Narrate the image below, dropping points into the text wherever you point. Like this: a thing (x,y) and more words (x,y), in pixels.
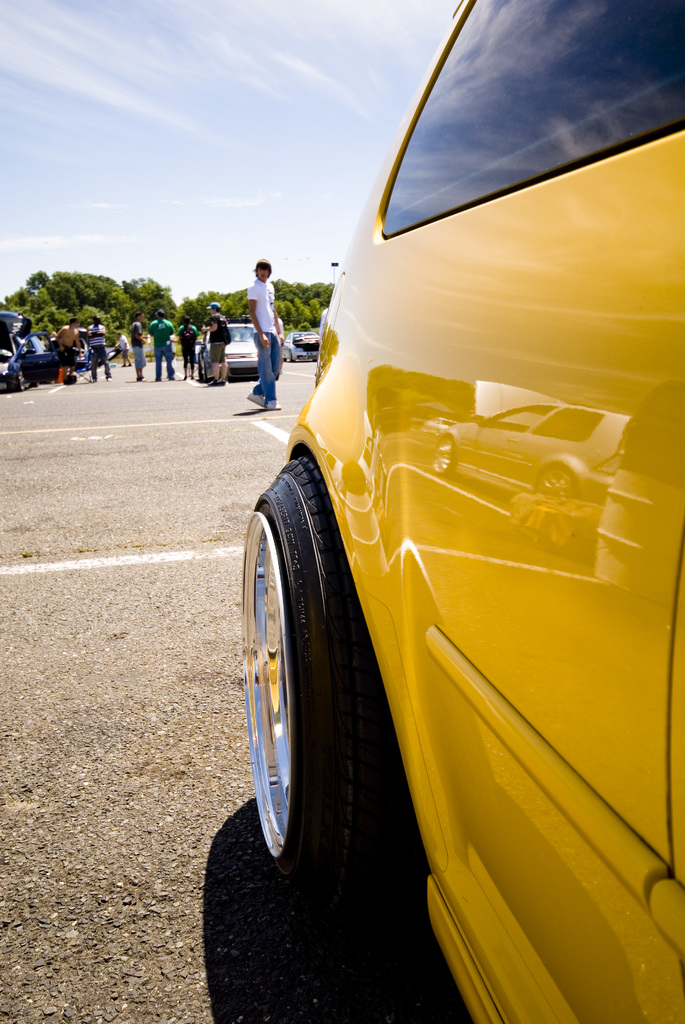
In this picture we can see vehicles (306,358), and some persons (272,312) on the road (167,884). In the background (57,306) there are trees (310,305) and sky (220,187).
